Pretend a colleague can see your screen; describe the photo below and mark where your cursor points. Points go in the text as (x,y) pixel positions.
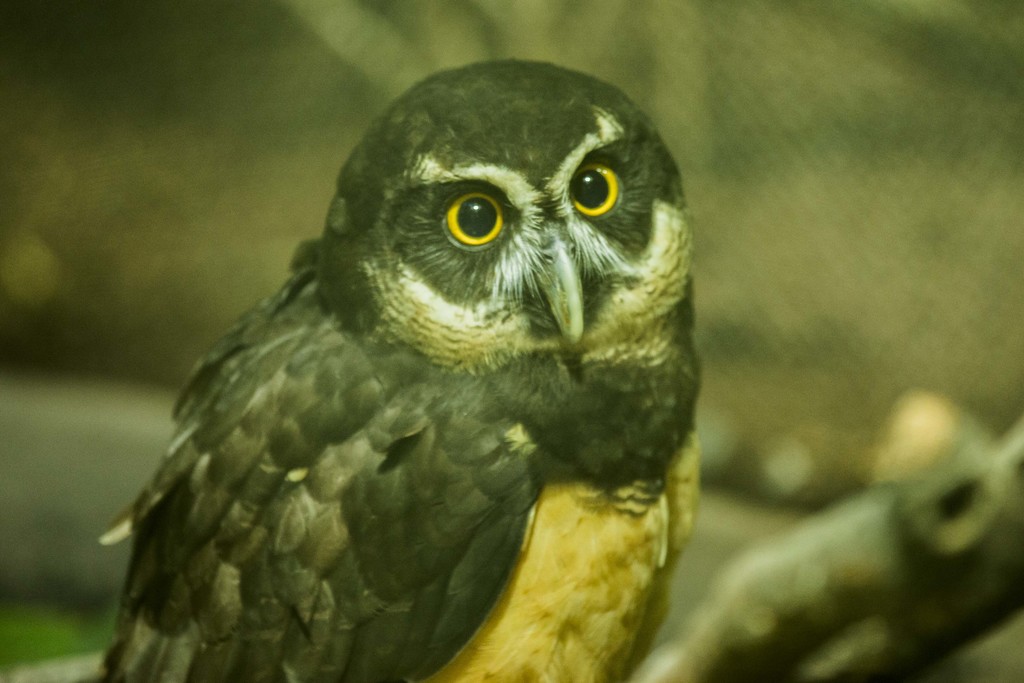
In this picture we can observe an owl (406,365). The eyes (491,238) of this owl (567,217) were in yellow and black color. In the background (257,216) it is completely blur.
